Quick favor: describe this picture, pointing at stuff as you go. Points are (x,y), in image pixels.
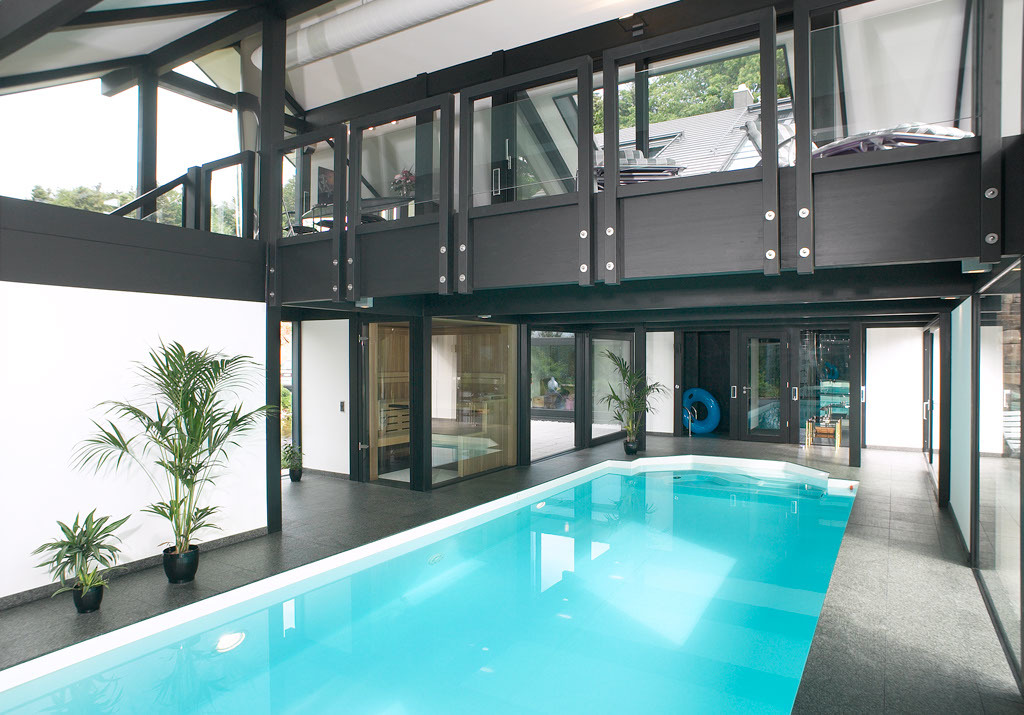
In this image we can see the inside view of the house (365,379), there are house plants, there is a tube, windows (509,199), trees (634,125), also we can see the reflection (705,108) of trees (665,100) on the mirror (553,140), also we can see the sky (133,147), and swimming pool (677,615).
